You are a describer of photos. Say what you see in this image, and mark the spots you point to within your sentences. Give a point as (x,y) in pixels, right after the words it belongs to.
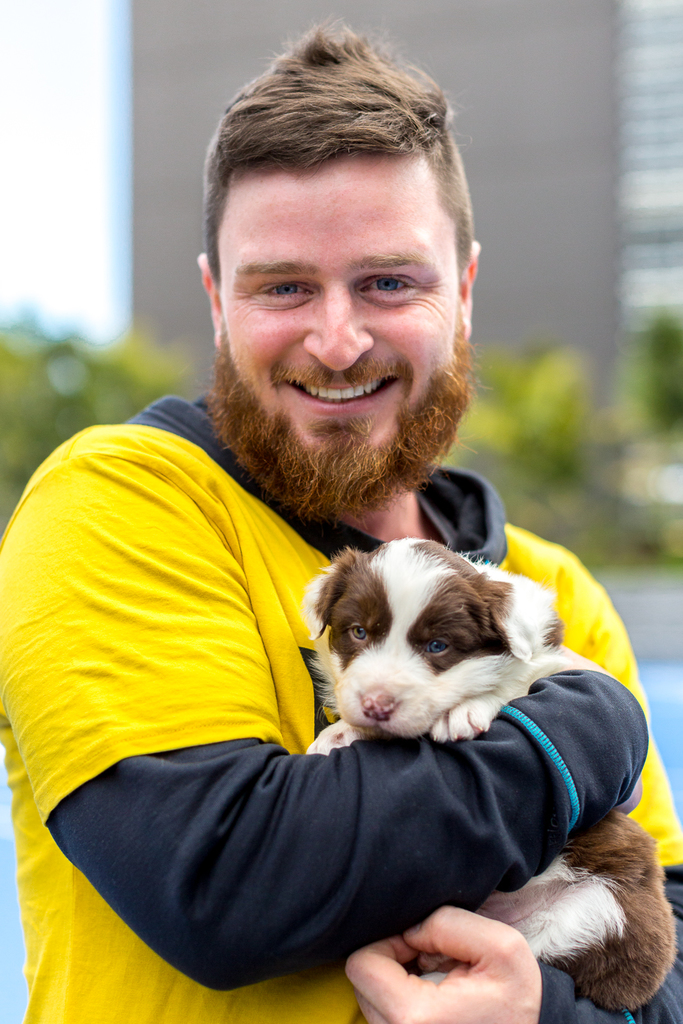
In this image, There is a man (322,557) standing and holding a dog (413,649) and he is smiling and in the background (509,332) there is a grey color wall (527,101).
